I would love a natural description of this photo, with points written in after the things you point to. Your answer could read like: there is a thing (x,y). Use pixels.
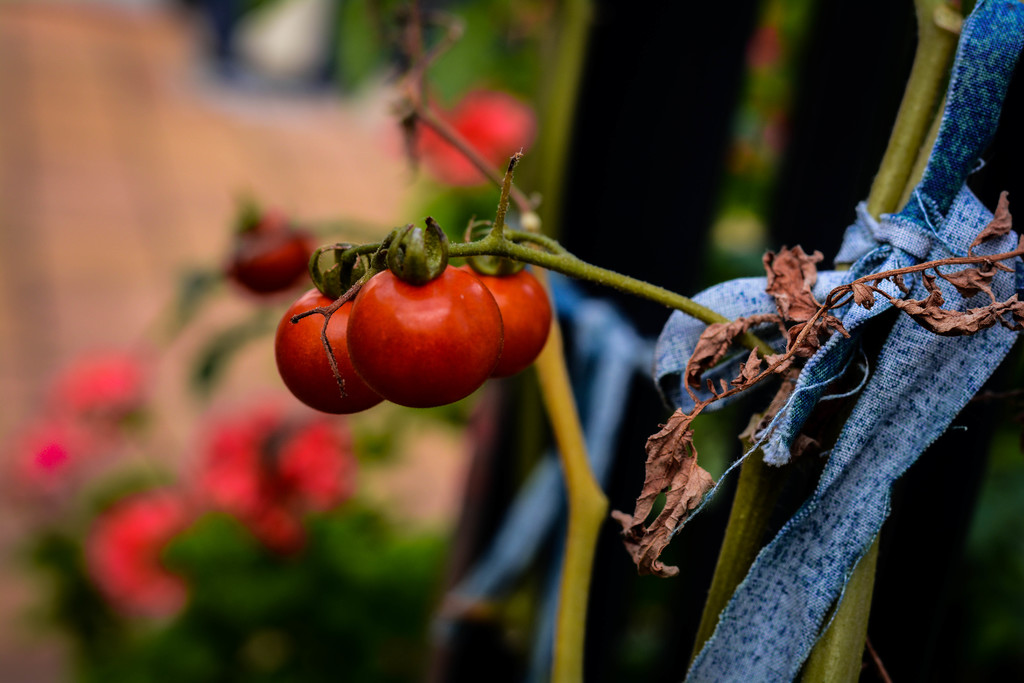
In this picture I can see some tomatoes (354,317) on the plant branch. On the right (975,138) I can see some blue color cloth (943,139) on this stick (902,146). On the left (75,437) it might be the red flowers (153,522) on the plant (307,522). At the top (248,141) I can see the blur image.
